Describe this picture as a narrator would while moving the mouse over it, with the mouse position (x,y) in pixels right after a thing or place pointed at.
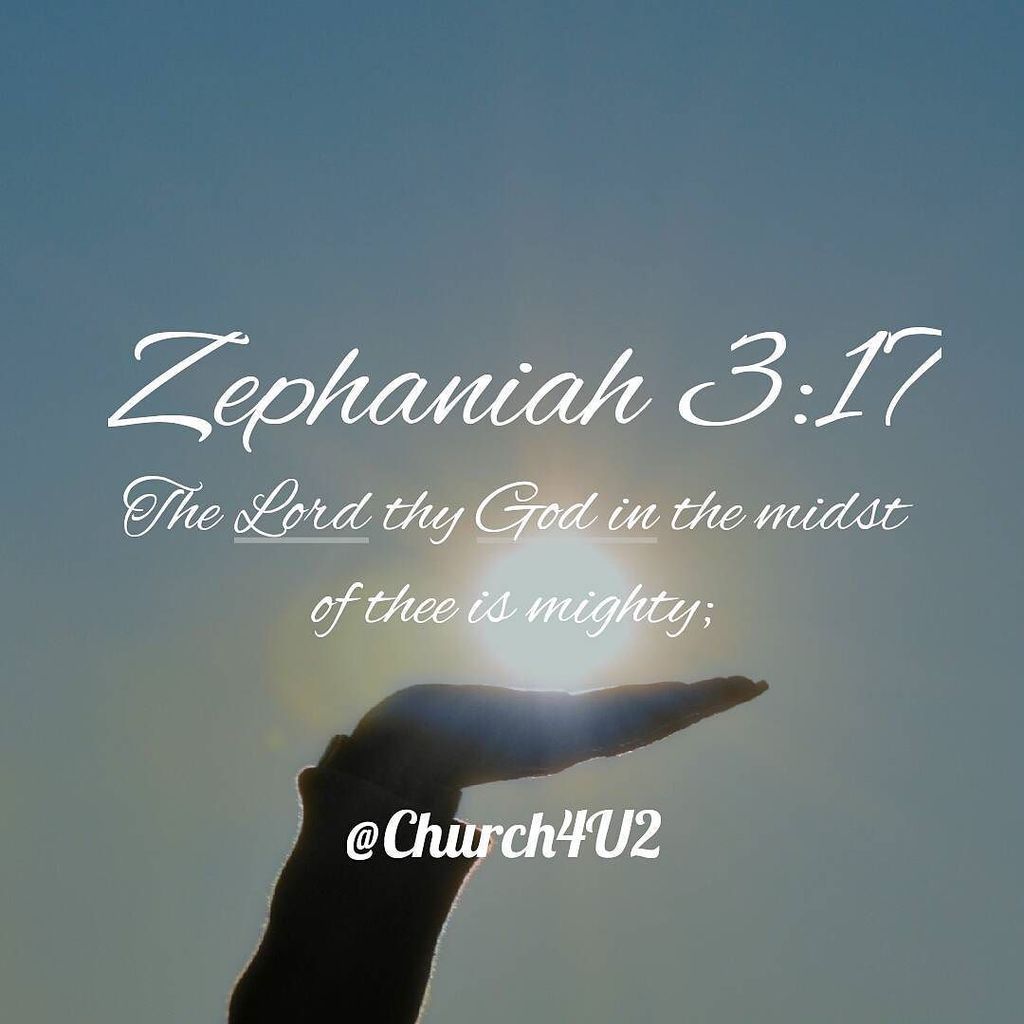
This is an edited image. I can see a person's hand (457,782). There is a text (307,400) written on the image. In the background (384,331), I can see the sun (584,632) in the sky (543,91).
